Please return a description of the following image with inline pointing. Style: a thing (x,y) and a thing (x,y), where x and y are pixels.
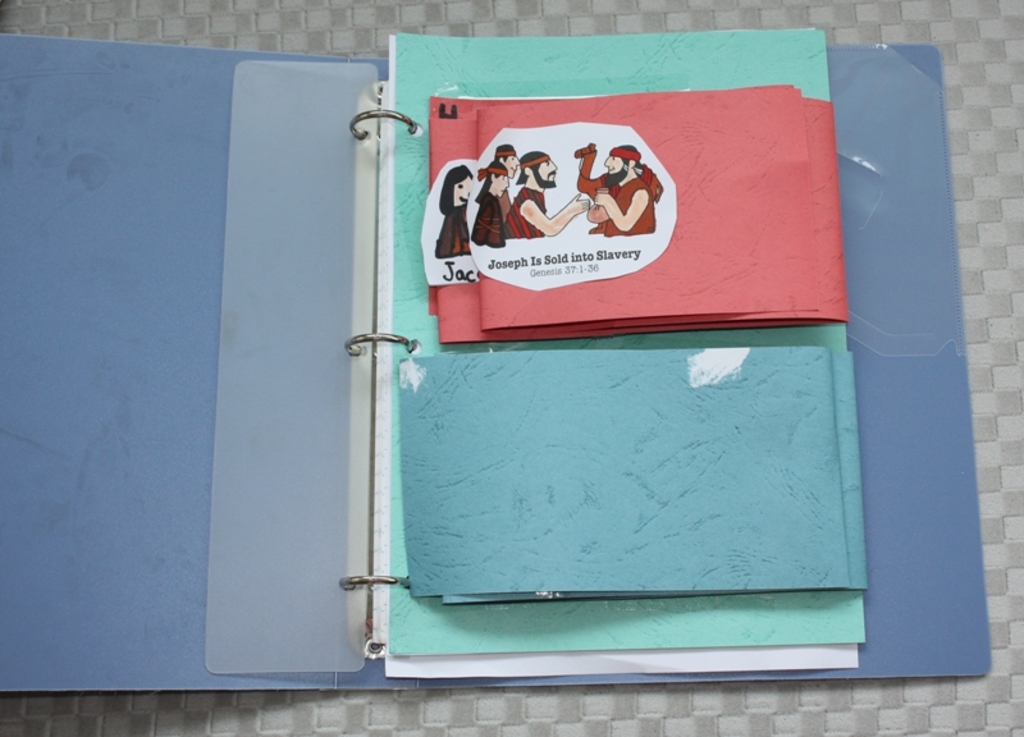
In this image there is a file (319,252) on a surface (430,11). The file (257,352) is open. There are papers (752,546) in the file (874,635). On a paper (640,195) there are pictures (510,203) of a person's (533,197), camel (588,171) and text (549,266).
